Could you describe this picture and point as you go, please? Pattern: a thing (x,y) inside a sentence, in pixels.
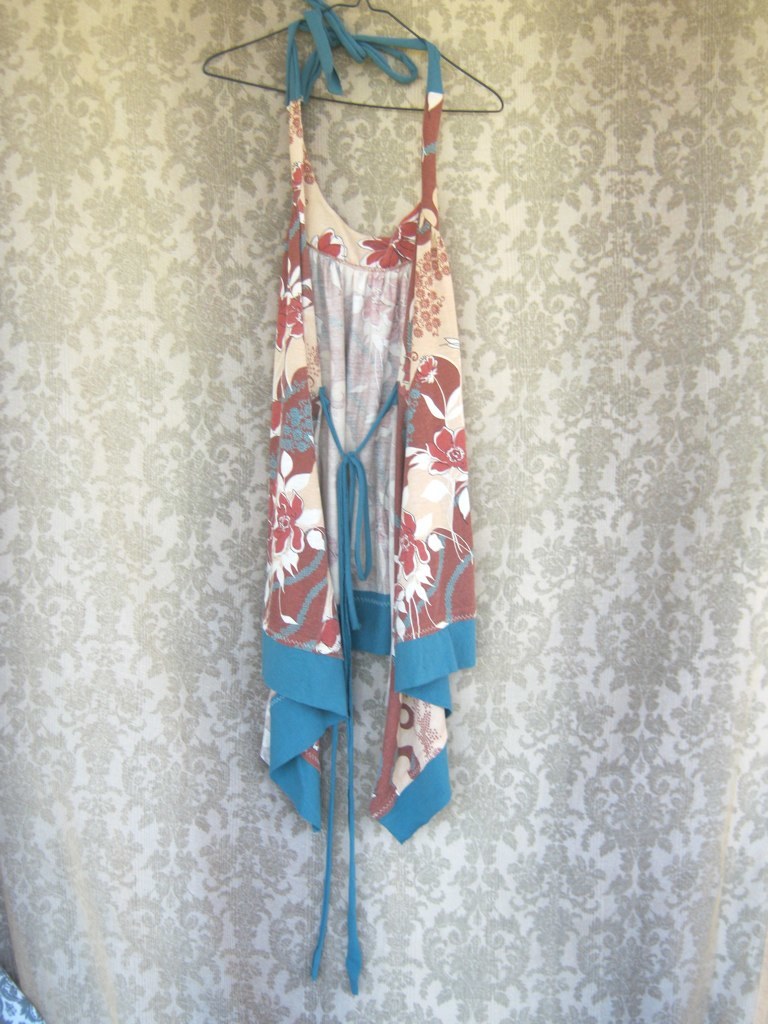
In this image we can see one curtain (583,631), one dress (363,496) hanged on a hanger (332,11) and one object (9,1010) on the surface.
